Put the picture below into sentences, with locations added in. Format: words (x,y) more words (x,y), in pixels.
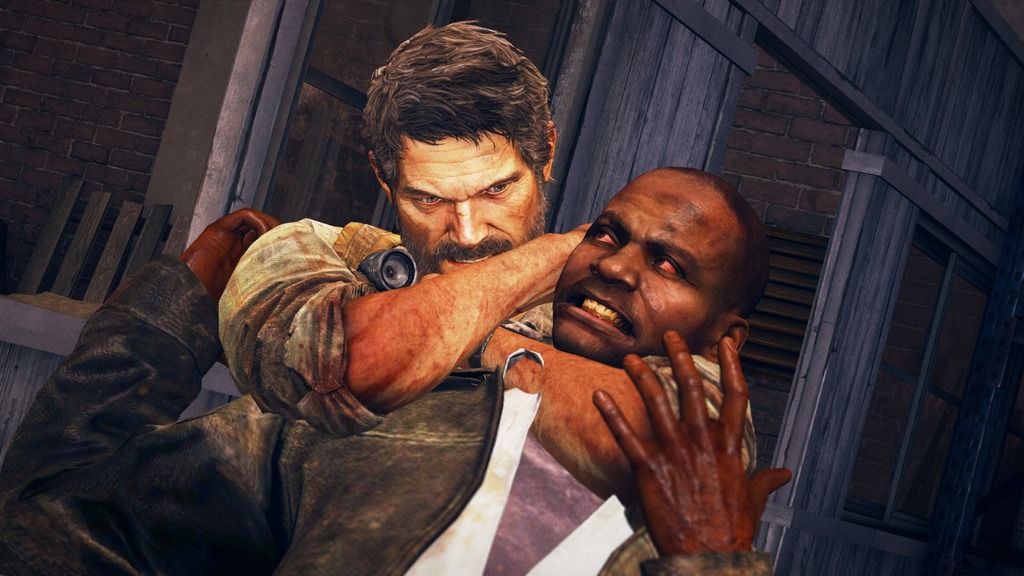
This picture might be a poster or a game. Here, we see two men (364,309) fighting with each other. Behind them, we see a wooden door (640,97) and a wall (24,13). On the left top of the picture (105,56), we see a wall (62,95) which is made up of bricks (60,96).
